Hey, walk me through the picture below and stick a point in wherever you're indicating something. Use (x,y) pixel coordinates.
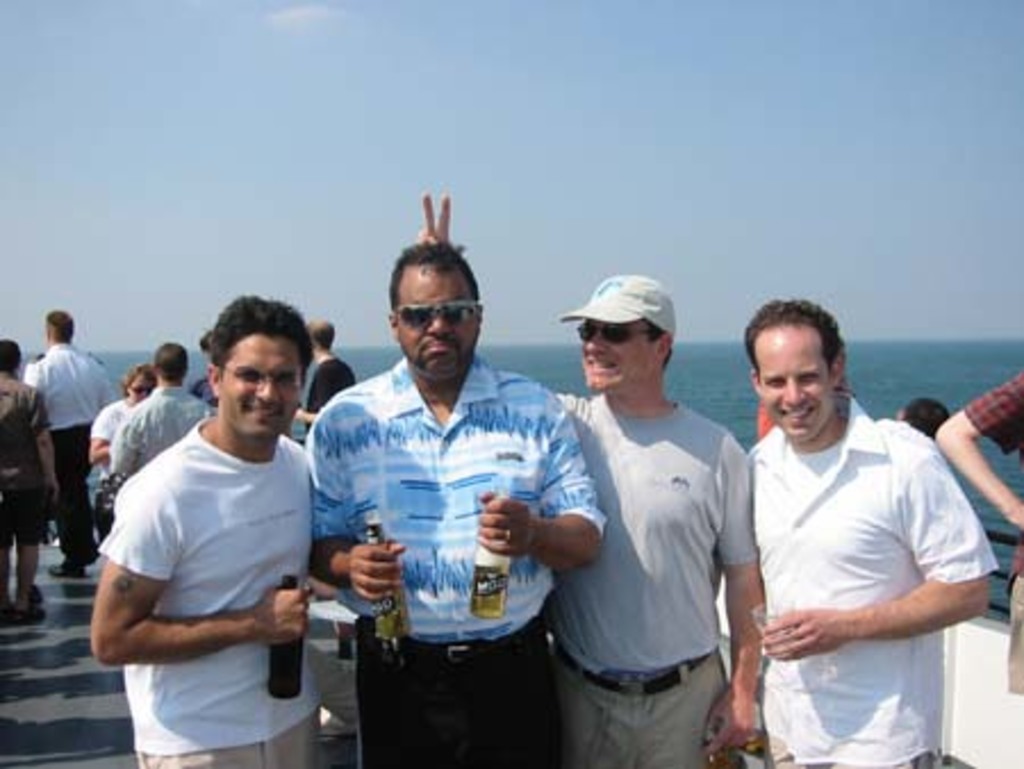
In this image there are a few people (537,485) standing with a smile on their face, in them some are holding bottles (378,617) in their hands (352,562), behind them there are a few people (129,425) standing on a boat (40,624), which is in the sea (721,405). In the background (638,182) there is the sky (604,140).
